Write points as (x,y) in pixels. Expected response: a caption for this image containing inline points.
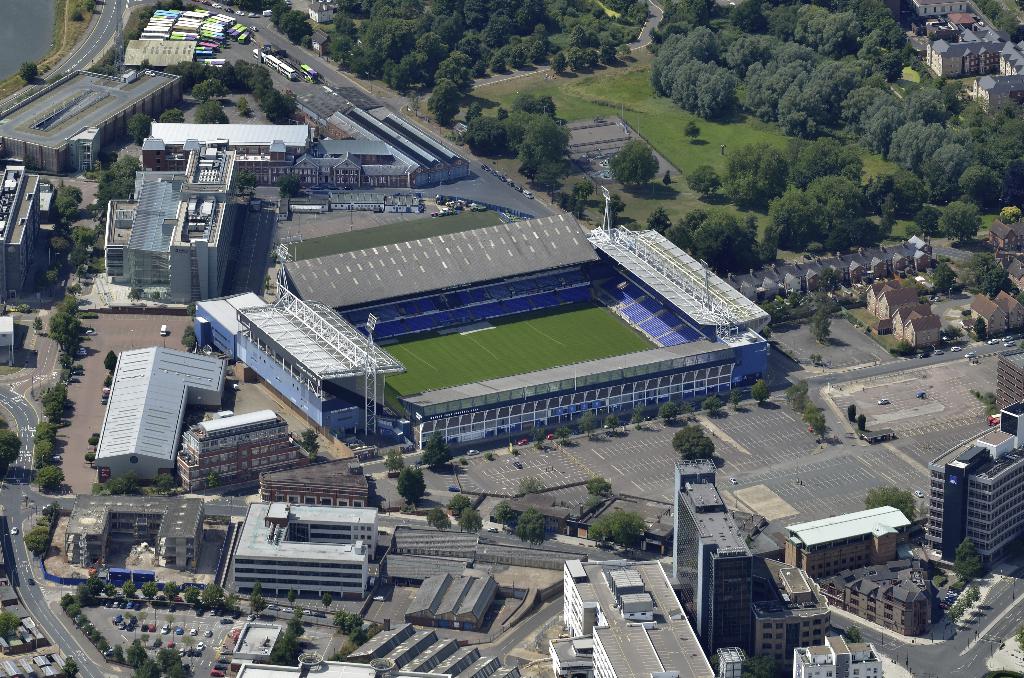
This image consists of so many buildings (136,210). There are cars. There are trees (939,133). In the middle (443,293) it looks like a stadium (410,259).
